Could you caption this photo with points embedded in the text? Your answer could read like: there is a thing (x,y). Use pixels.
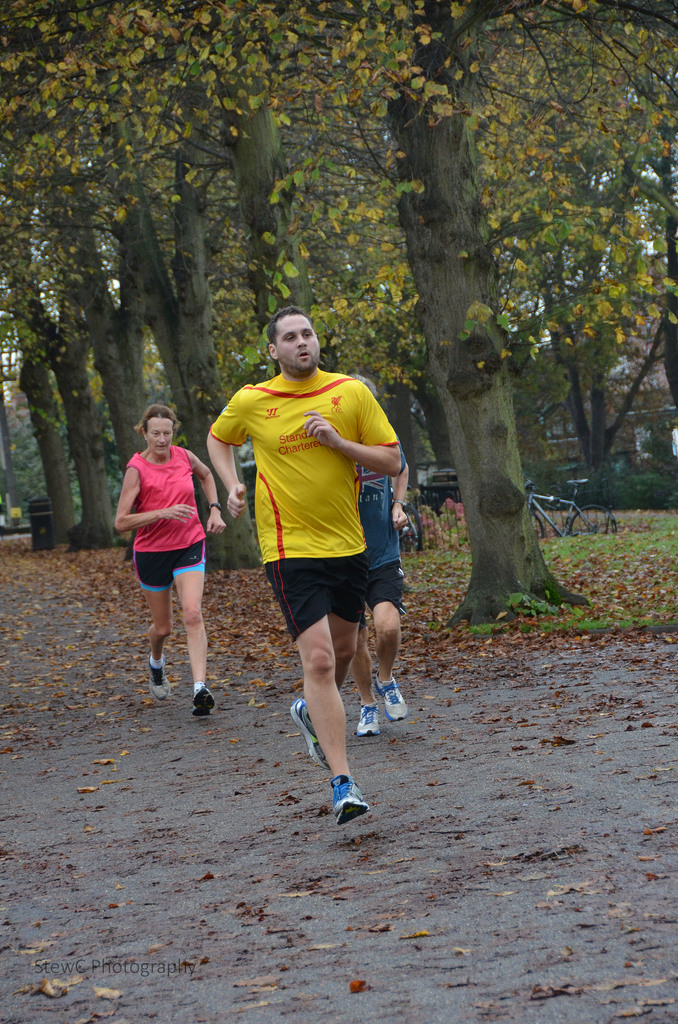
As we can see in the image there are three people (281,447) running on road (213,649). Behind the person's (179,509) there are group of trees (397,181). In the background (548,518) there is a bicycle (576,532).
